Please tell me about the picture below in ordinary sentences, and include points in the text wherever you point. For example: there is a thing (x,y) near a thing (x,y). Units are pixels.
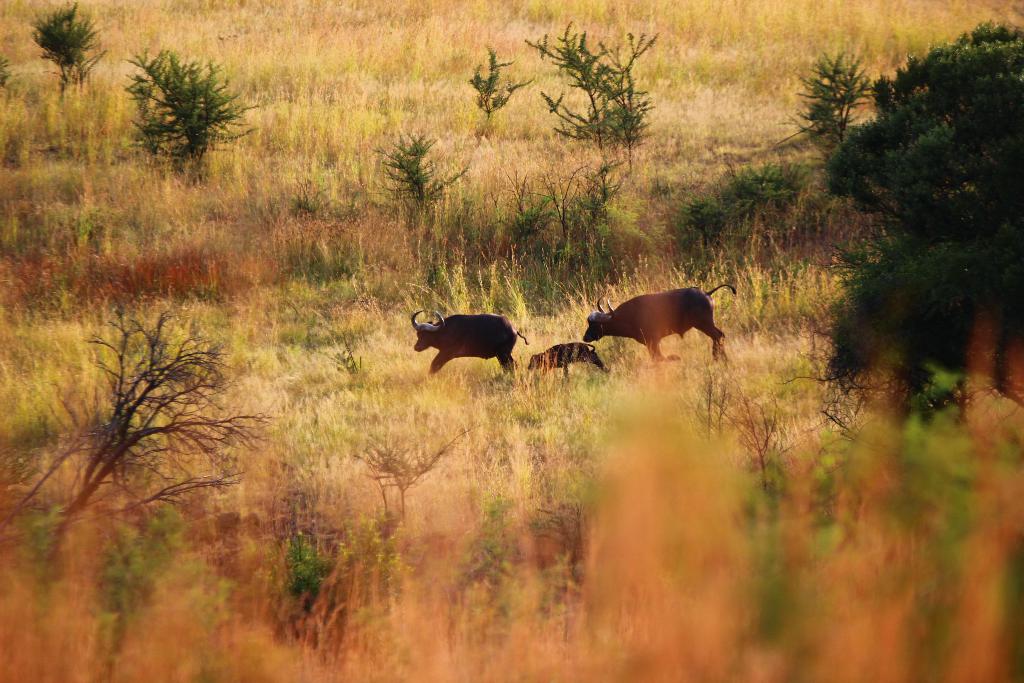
In this image we can see buffaloes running on the ground (376,682) and we can see plants (155,111), grass (359,209) and a tree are on the ground (800,234).
